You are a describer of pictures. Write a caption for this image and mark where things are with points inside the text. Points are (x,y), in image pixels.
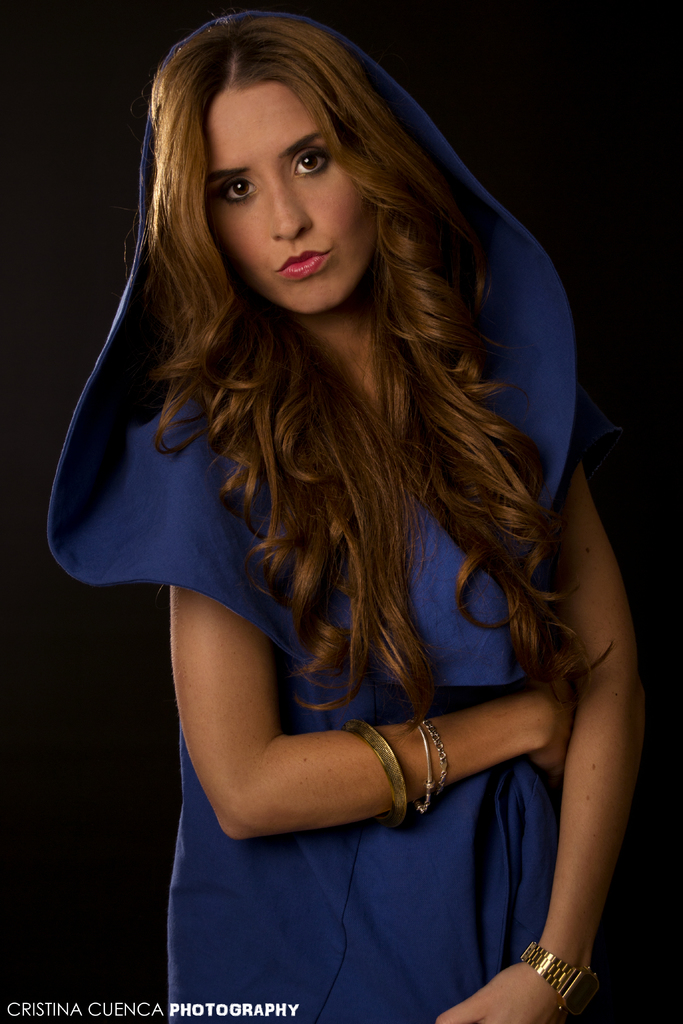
As we can see in the image in the front (332,504) there is a woman (315,360) wearing blue color dress (385,851) and the background (578,95) is dark.
